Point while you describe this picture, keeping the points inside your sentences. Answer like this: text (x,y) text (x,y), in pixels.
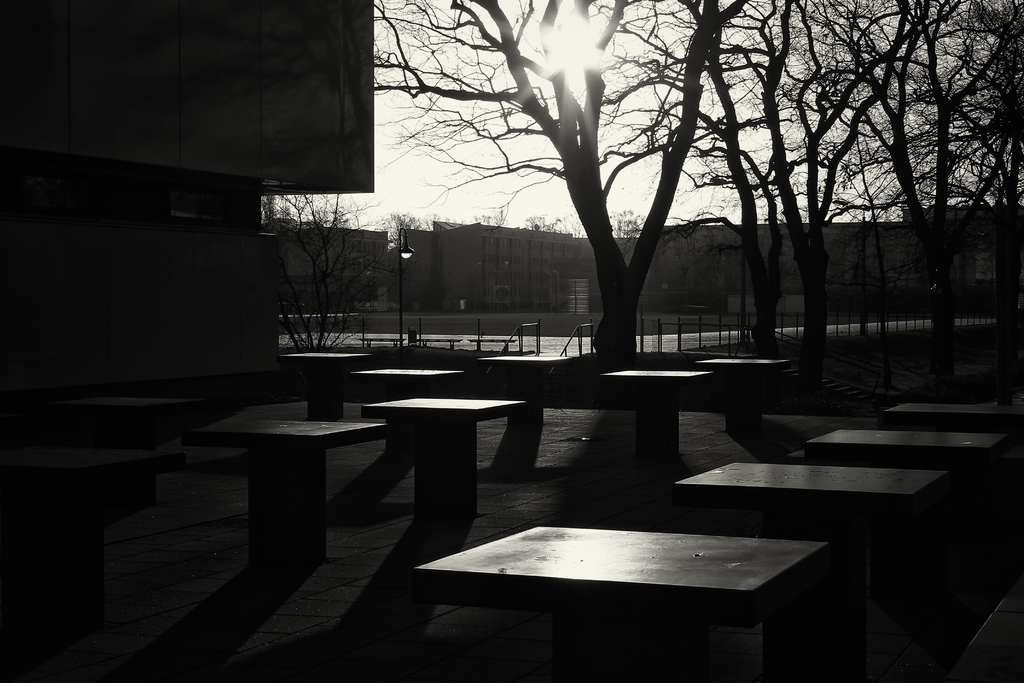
This is a black and white pic. At the bottom (863,678) there are platforms (566,673) on the ground (367,674). In the background (178,230) there are trees (788,206), buildings (60,108), light poles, fences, sun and the sky (479,106).
